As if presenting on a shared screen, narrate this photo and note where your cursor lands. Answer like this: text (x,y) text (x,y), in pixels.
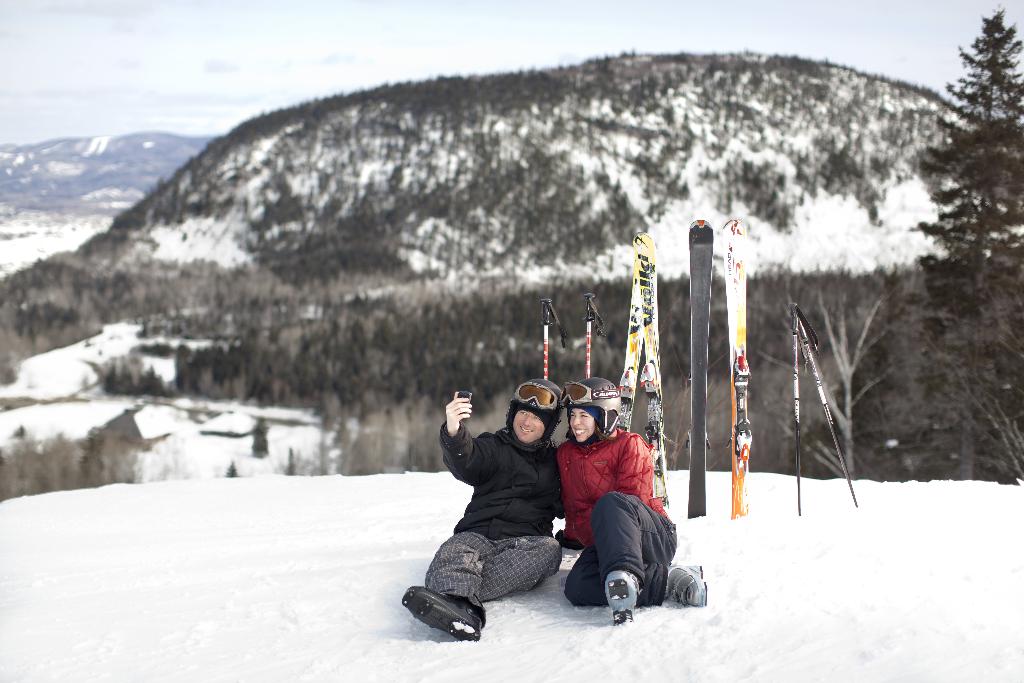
In the center of the image (526,442) we can see the sticks (736,303) and two people (617,484) are sitting on the snow (676,504) and wearing the jackets (609,480), shoes (702,571), helmets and a man (538,473) is holding a mobile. In the background of the image (329,432) we can see the hills (544,200), trees (932,384) and snow (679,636). At the top of the image (358,35) we can see the sky (316,53).
